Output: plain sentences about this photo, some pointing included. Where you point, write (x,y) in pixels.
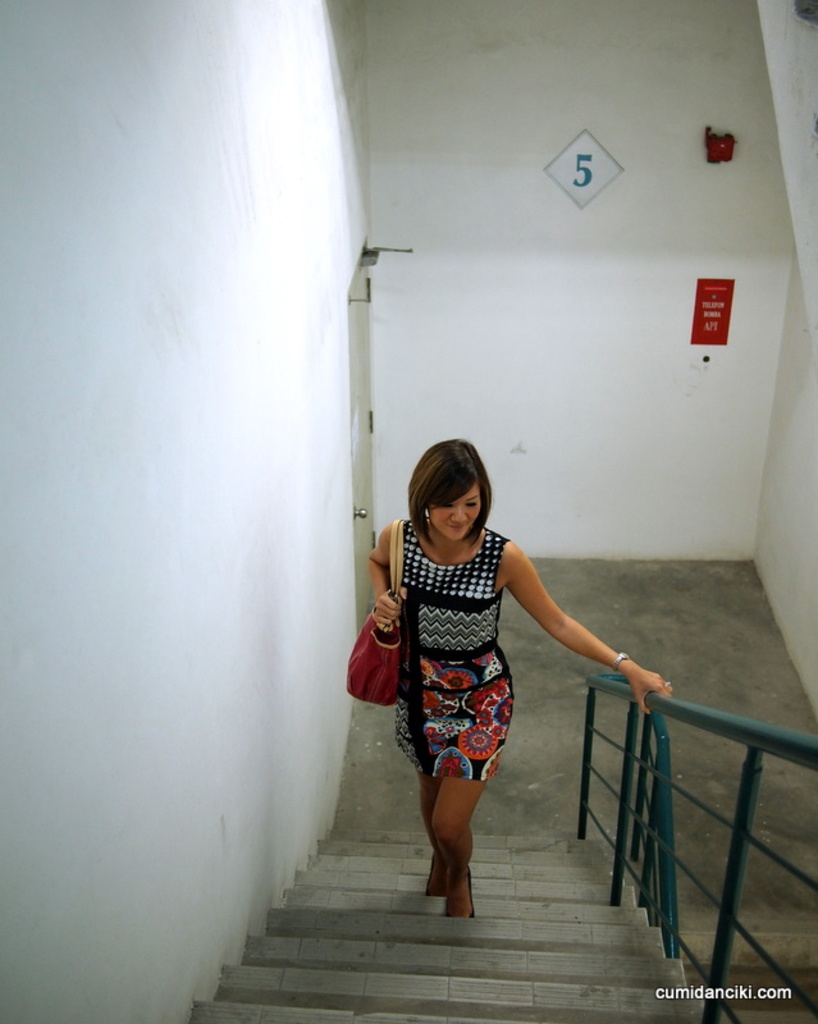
This picture shows a woman (494,720) climbing Stairs (400,925) and she is holding a handbag (397,598) and we see poster (701,314) on the wall (681,320) and a number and we see text (693,995) at the bottom right corner of the picture (763,987).
